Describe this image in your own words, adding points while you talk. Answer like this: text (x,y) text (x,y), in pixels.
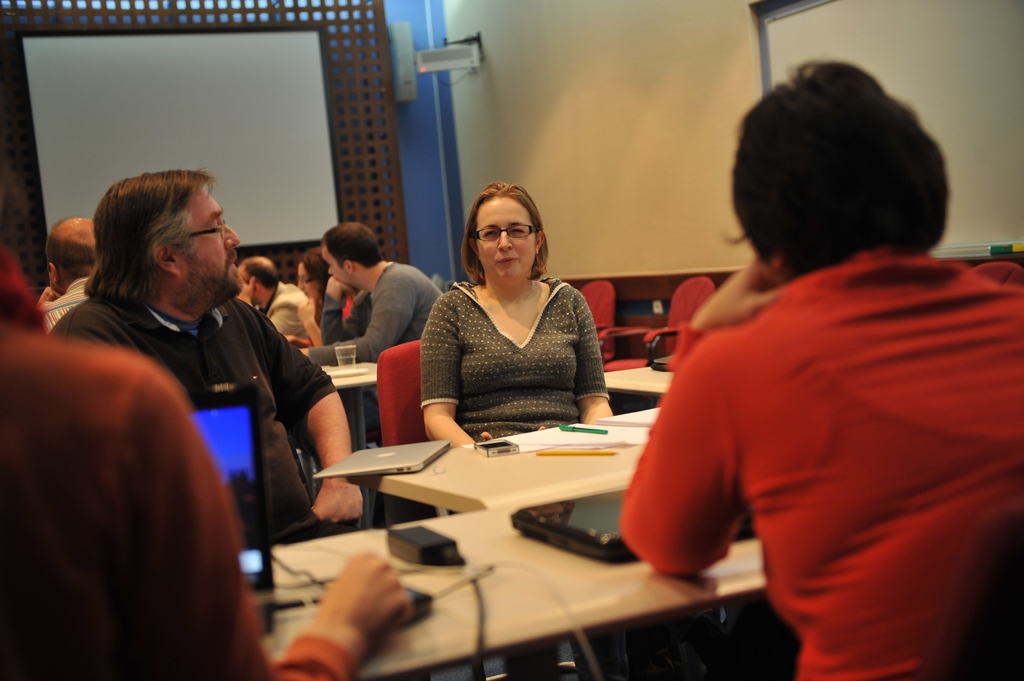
This picture shows few people (140,245) seated on the chairs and a person (67,437) operating laptop (206,424) and we see few books (592,437), laptop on the table (458,463) and we see a projector screen (234,168) back of them.
